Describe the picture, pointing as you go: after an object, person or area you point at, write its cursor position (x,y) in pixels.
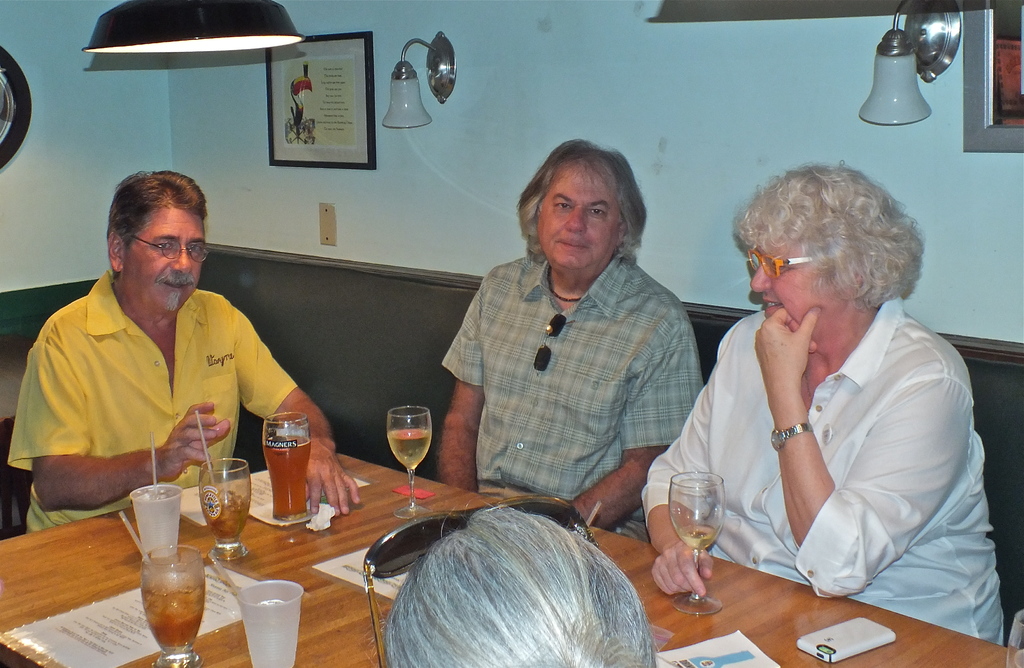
In this image In the middle (542,350) there is a man (565,372) he wear check shirt (530,416). On the right (894,428) there is a woman (864,423) she wear watch (790,435) and white shirt (867,426). On the left (137,351) there is a man (172,345) he wear yellow shirt (126,383). In the middle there is a table (767,653) on that there are glasses (213,522) and mobile (834,651).
